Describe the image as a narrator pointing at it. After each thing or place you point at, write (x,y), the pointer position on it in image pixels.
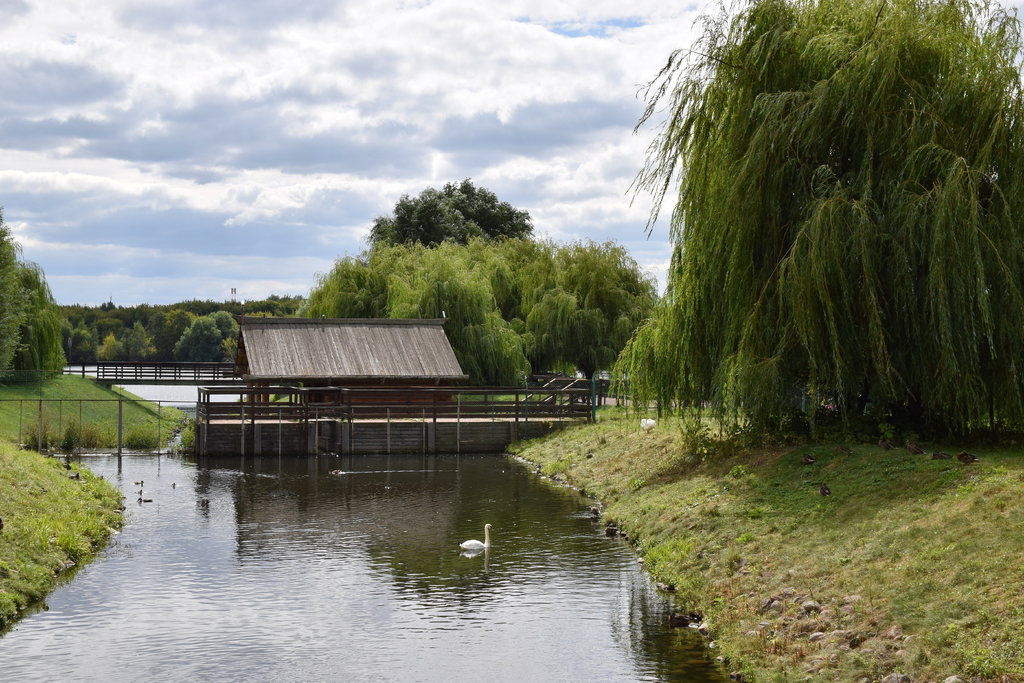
In this image, we can see a bridge (391,444) and there is a shed (411,368). In the background (111,310), there are trees (633,361) and at the bottom (488,546), there is a swan (474,547) in the water (356,591). At the top (335,62), there are clouds (405,86) in the sky (416,118).
